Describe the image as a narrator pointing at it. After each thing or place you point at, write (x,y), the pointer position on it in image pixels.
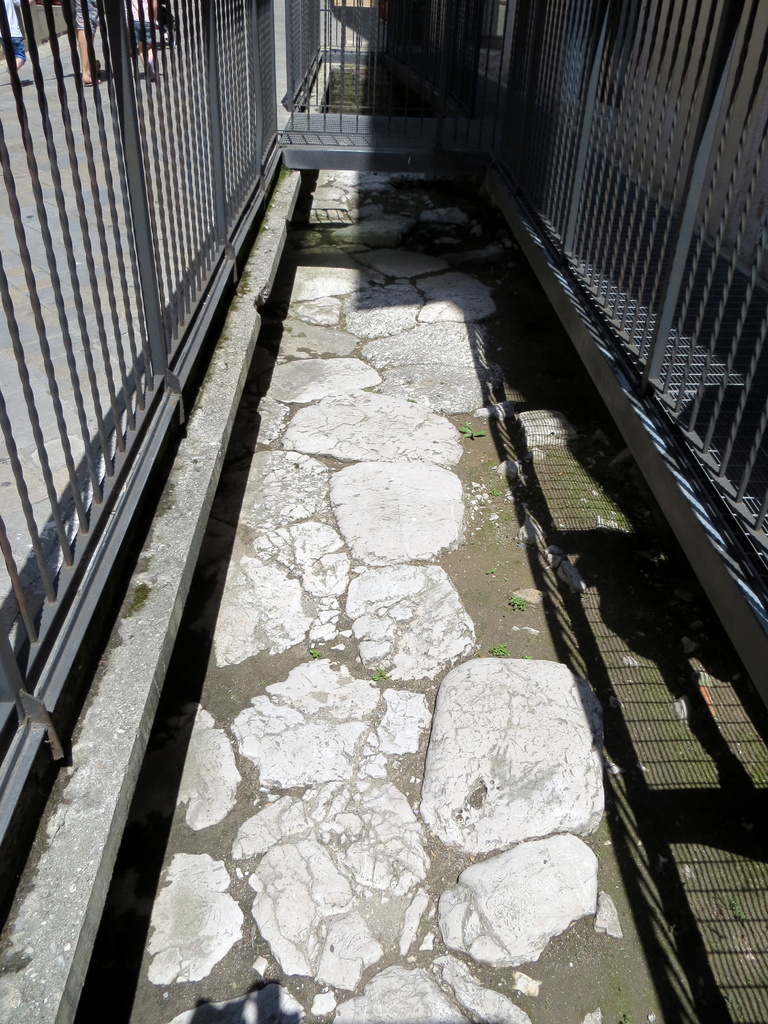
In this picture we can describe about a small lane (252,442) in which we can see black color fencing grill (91,510) around it. In the bottom ground (358,719) we can see some white stone (464,707).
